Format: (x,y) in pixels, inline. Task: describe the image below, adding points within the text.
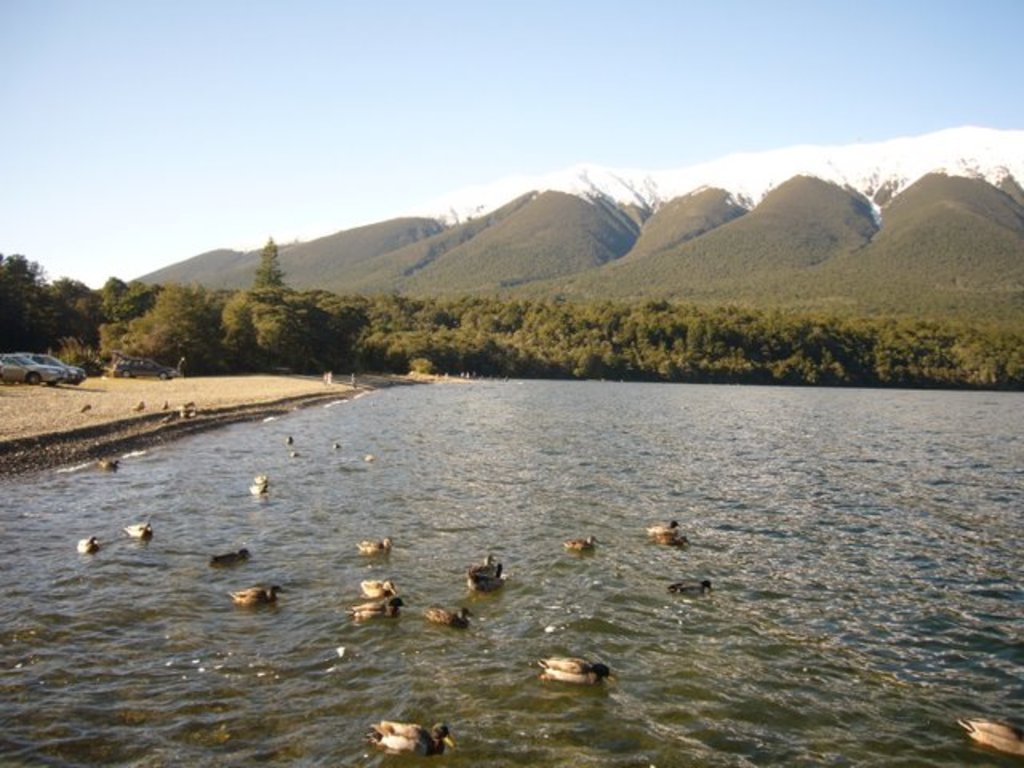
In this image, we can see some birds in the water (372,635). We can see the ground (196,396). We can also see some vehicles (157,368). There are a few trees (549,319) and hills (532,219). We can see the sky (555,93).
